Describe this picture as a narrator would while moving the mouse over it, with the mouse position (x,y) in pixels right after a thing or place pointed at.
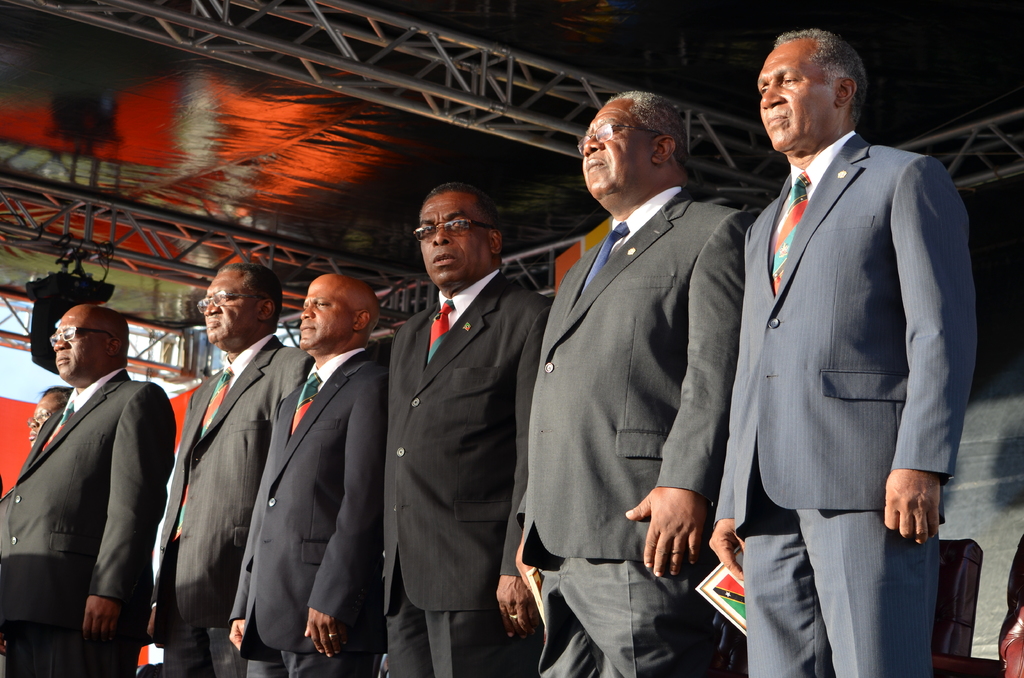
There are men (671,404) standing and these two men (740,544) holding books (542,617). In the background (56,190) we can see rods (220,220) and electrical device (40,278).
